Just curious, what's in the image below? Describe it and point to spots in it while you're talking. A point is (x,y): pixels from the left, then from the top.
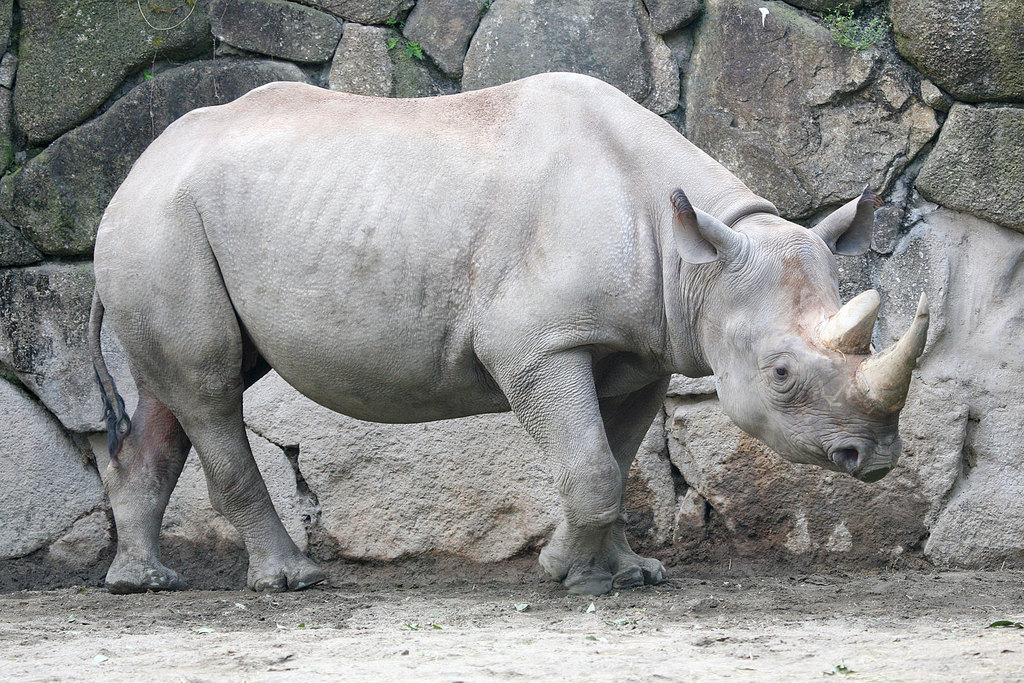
In this image we can see a rhinoceros (617,316). Behind the rhinoceros (289,227) there are rocks (85,317).
